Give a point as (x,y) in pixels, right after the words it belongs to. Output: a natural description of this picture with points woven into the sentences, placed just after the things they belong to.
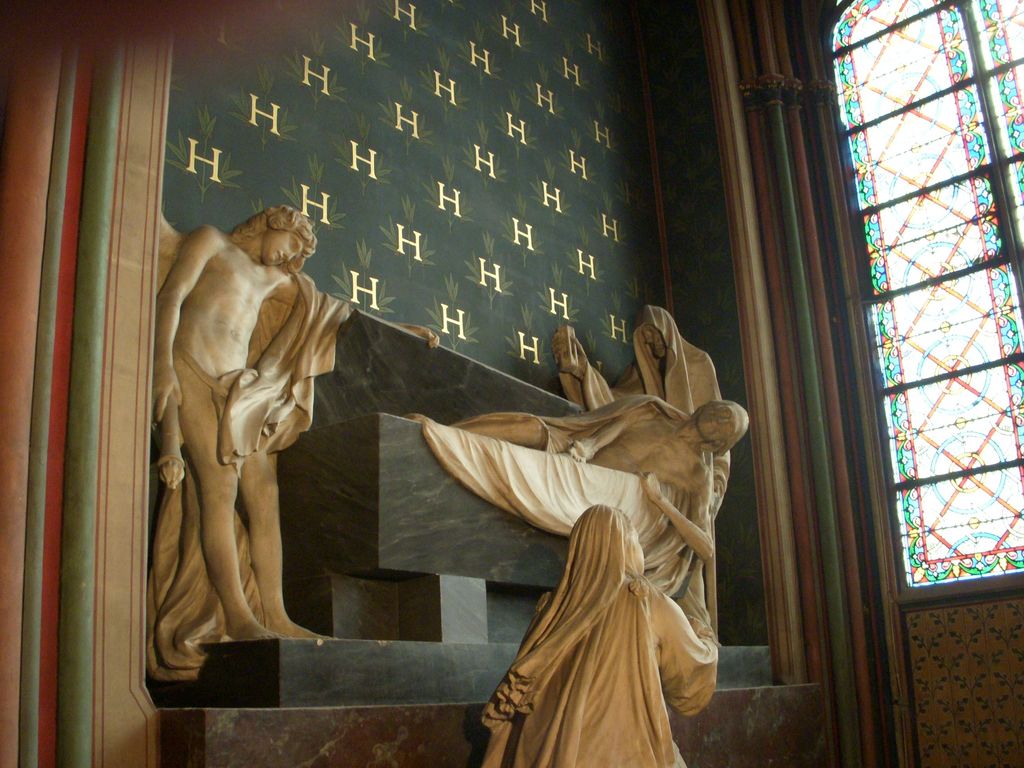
In this image we can see statues (626,608) of persons (622,626). And there is a wall (326,97) with designs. On the right side (908,107) there is a window (919,392).
